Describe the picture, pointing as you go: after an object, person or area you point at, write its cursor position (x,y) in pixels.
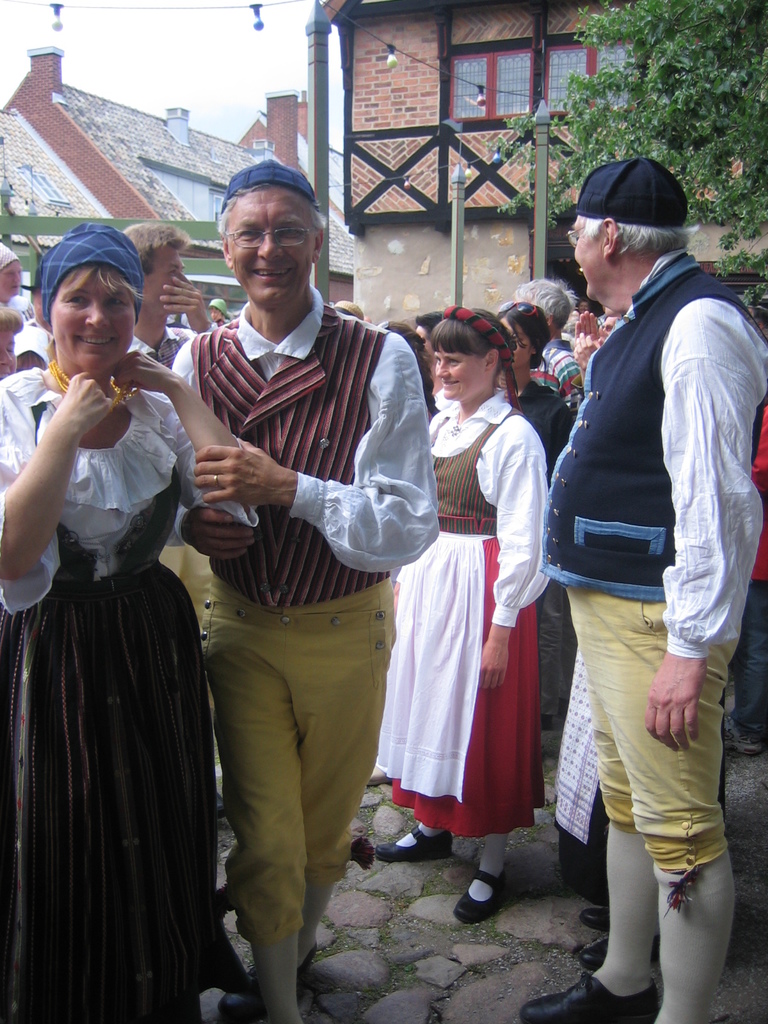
In this image there are a few people (312,417) standing and having a smile on their face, behind them there are trees (594,107) and buildings (252,146), at the top of the image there are lamps (58,22) hanging.
